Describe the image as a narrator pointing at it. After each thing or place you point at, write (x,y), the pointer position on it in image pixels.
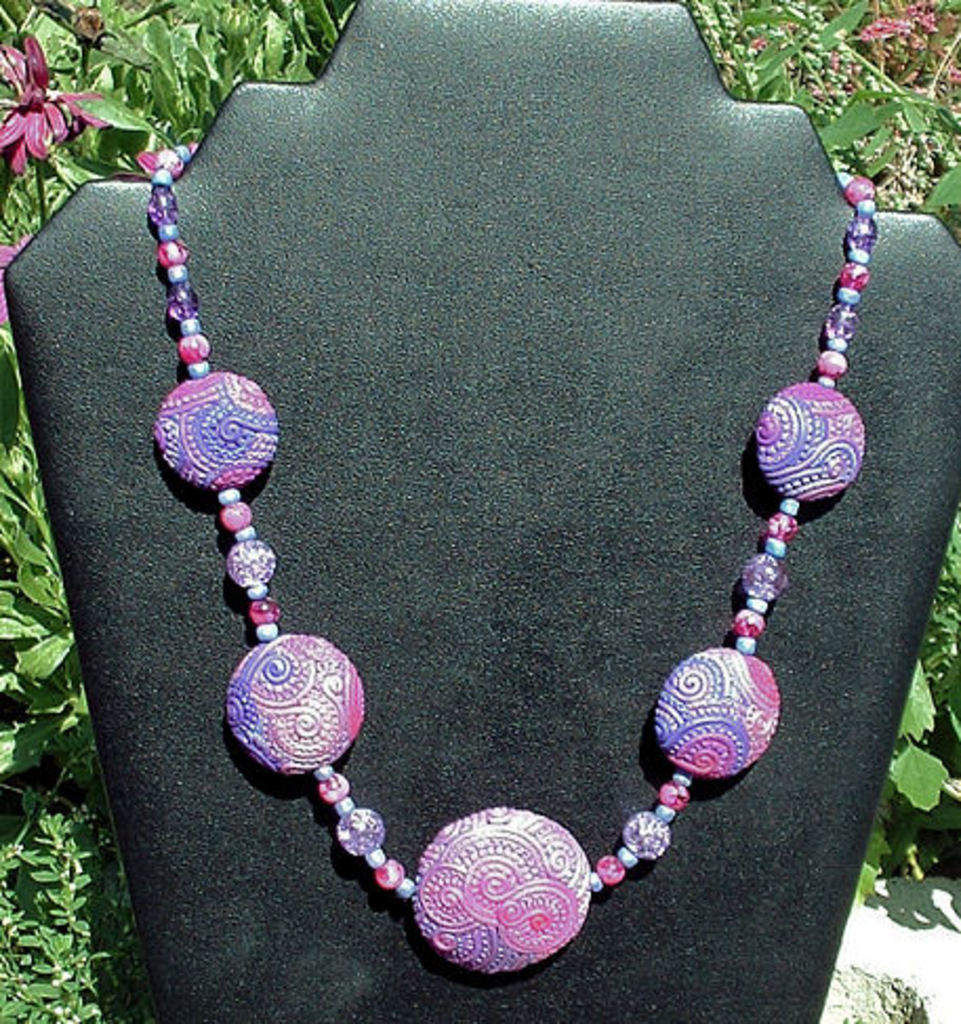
As we can see in image there is a black colour sheet (805,723) on which there is a beads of necklace (683,665) and in between beads (770,570) there are five circles (586,880) and they are very colourful and attractive. Behind the black sheet (622,159) there are plants (238,6) and on the plants (60,824) there are flowers (38,104) of pink colour.
